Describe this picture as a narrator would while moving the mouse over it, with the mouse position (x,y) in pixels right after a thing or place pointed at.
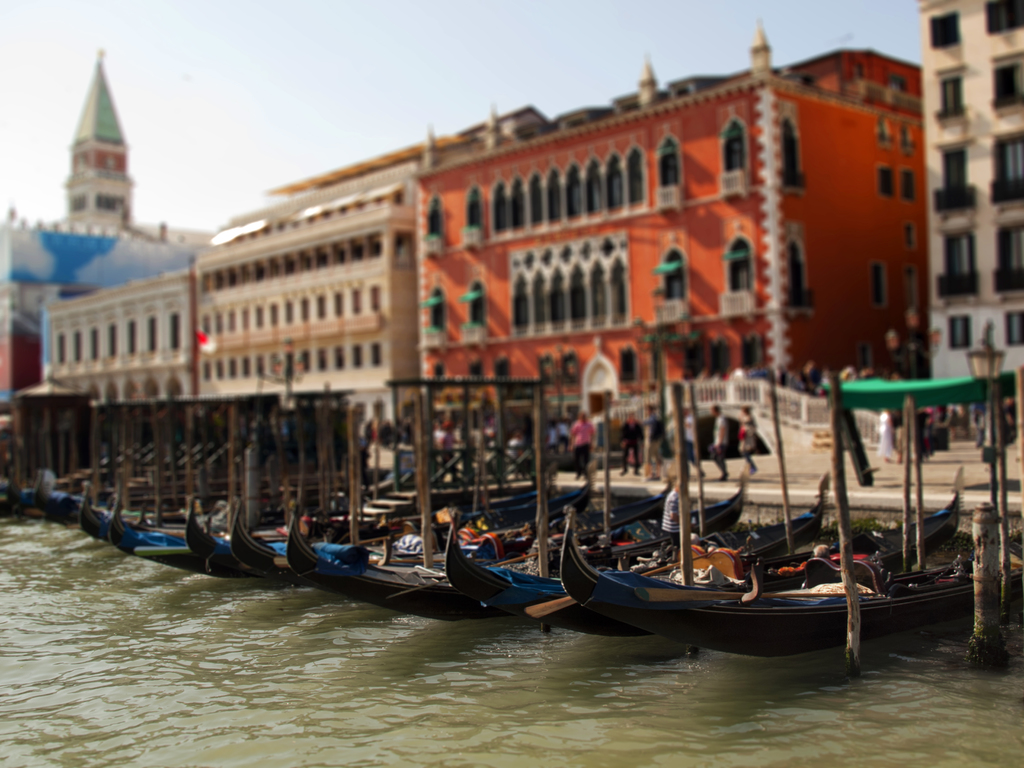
In this image in the center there are boats (501,558) on the water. In the background (330,332) there are buildings (707,305), persons (642,443) and there is a tower (94,148).
